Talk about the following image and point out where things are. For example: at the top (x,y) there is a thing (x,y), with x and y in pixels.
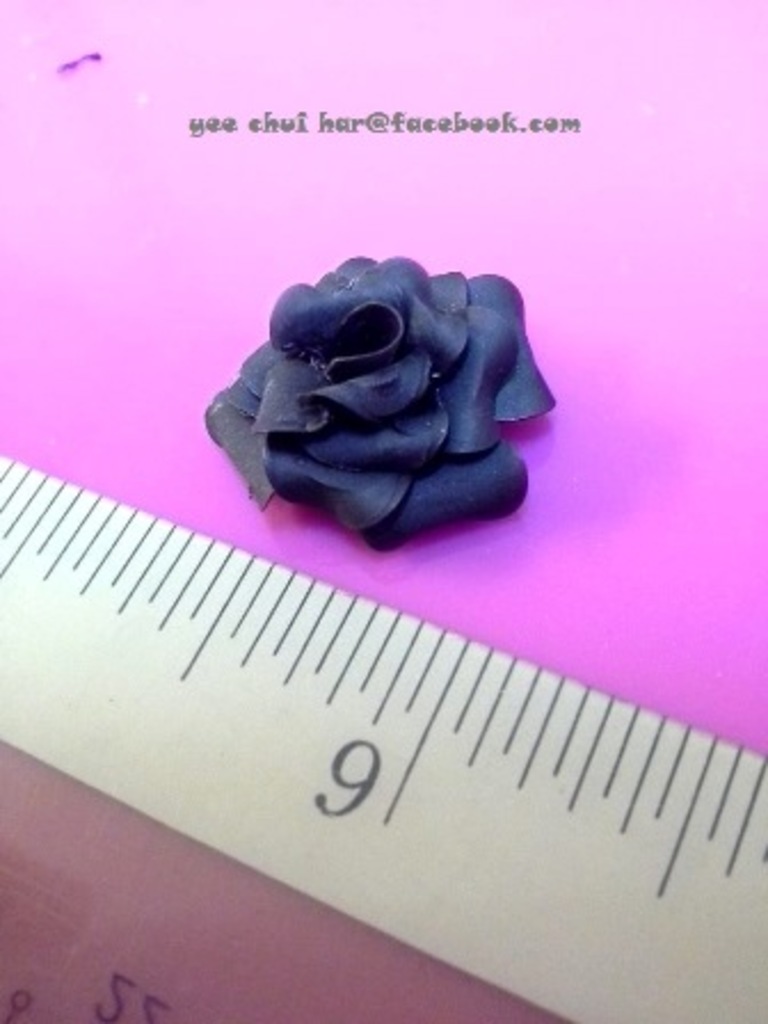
In the image we can see a scale (475,754), this is a flower (392,441), black in color and the pink color surface (239,534).
